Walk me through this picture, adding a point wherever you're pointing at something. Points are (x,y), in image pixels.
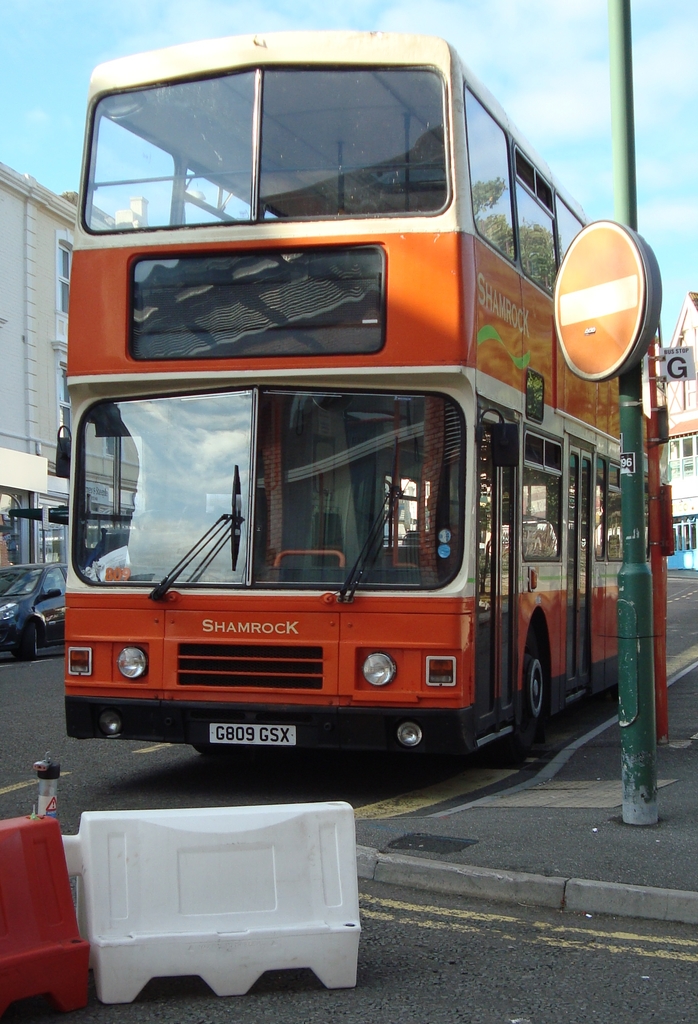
This picture consists double Decker bus (286,473) in front of the bus (302,539) I can see Boxes (158,867) kept on road (303,1008) on the right side (619,116) I can see building (697,514), pole (619,40) at the top (392,13) I can see the sky (590,35) and tree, on the left side (17,273) I can see building (17,310) and car (21,579).
